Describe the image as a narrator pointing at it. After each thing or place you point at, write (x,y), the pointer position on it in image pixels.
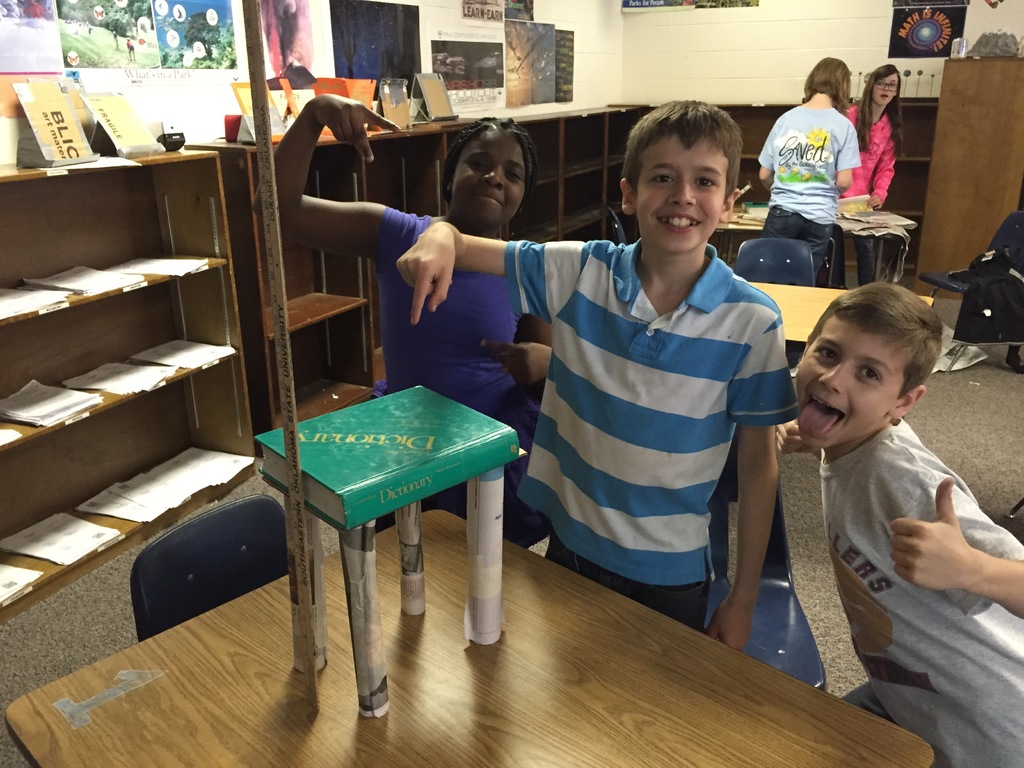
In this image I see 2 boys (575,298) and a girl (523,183) who are standing and all of them are smiling, I can also see a table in front of them on which there is a thing (299,616) and I see a chair (237,535) over here and I see another chair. In the background (17,154) I see the racks (24,250) in which there are few things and few things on the top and I see 2 girls (825,250) and I see tables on which there are few things (876,221) and I can also see few chairs (796,273) and on the wall (1010,14) I see the posters (537,40).
